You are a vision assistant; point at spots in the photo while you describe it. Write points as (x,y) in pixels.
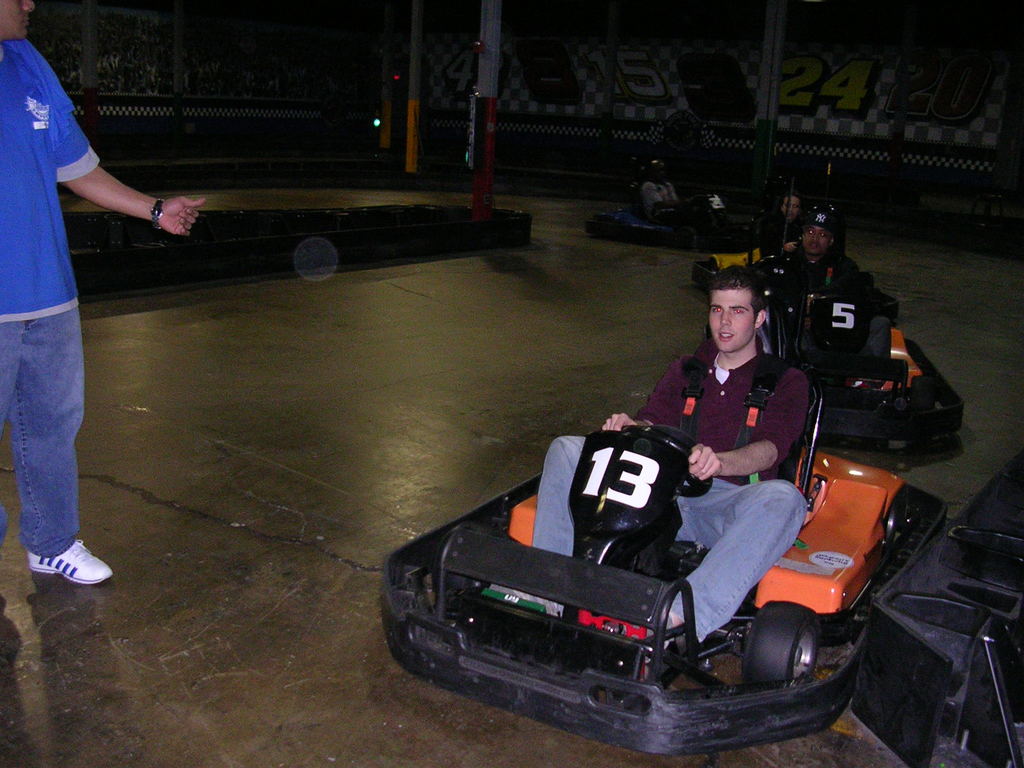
there are some persons (739,359) riding go-karts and one person (48,197) standing.
